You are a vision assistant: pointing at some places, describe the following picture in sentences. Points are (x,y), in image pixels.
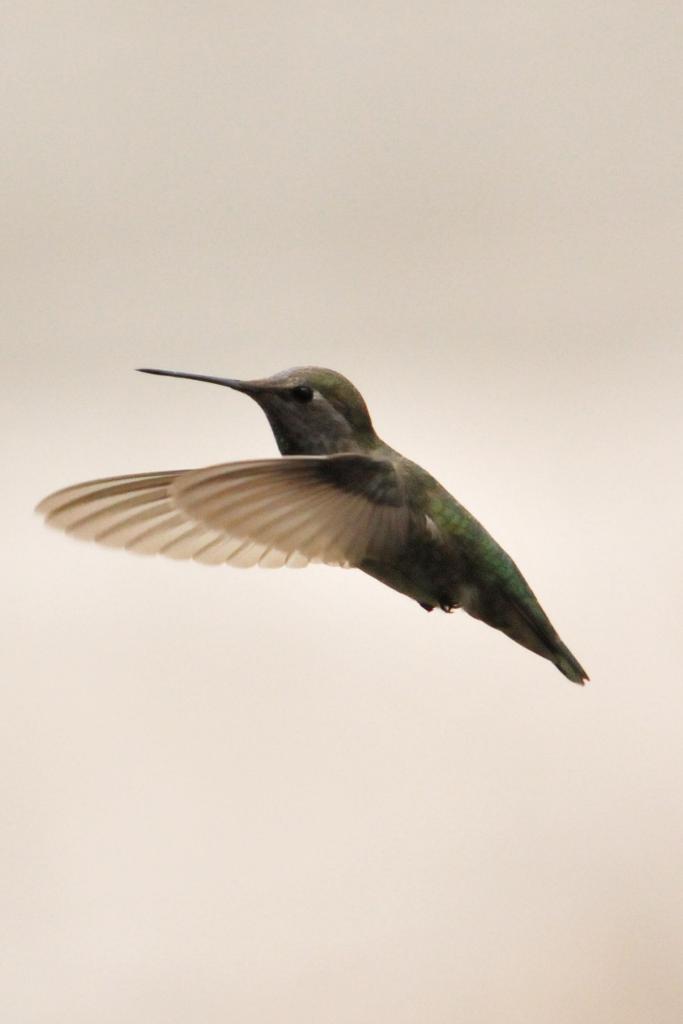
In the center of the image (305,477) a bird (321,429) is flying in the sky (456,488).
